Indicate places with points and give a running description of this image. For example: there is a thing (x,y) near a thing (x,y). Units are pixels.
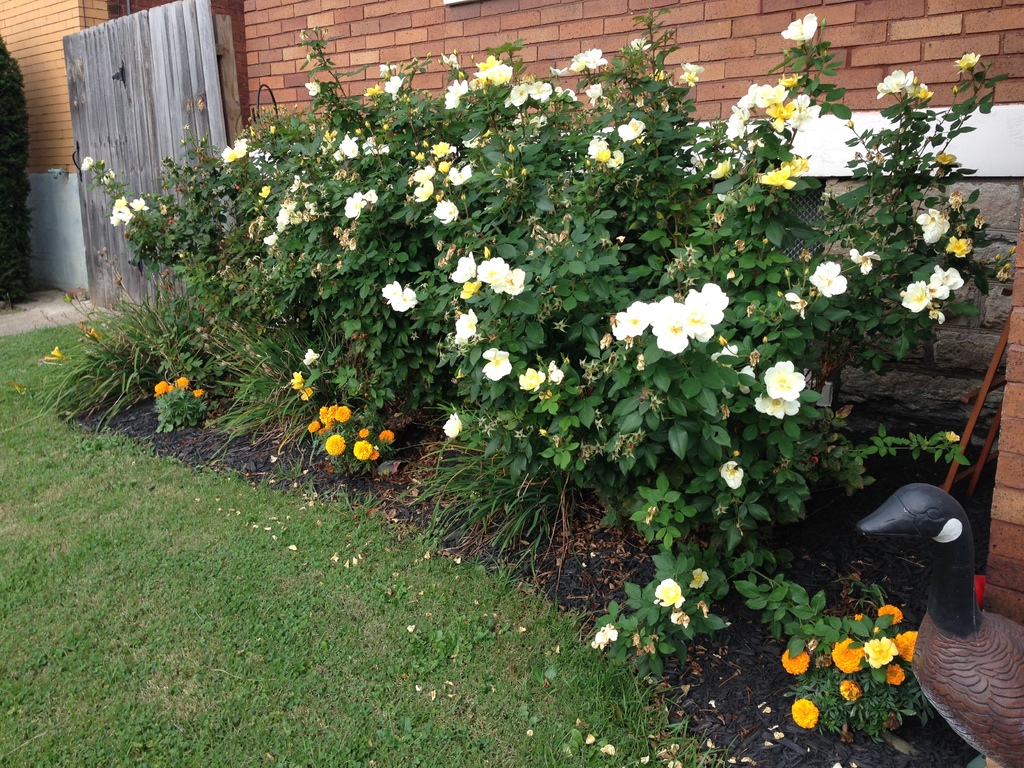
In this image I can see many plants (598,340) along with the flowers (426,197). At the bottom (271,703) I can see the grass (349,606). In the bottom right-hand corner (934,604) there is a depiction of a bird (948,578). In the background (510,33) there is a wall (533,23).
